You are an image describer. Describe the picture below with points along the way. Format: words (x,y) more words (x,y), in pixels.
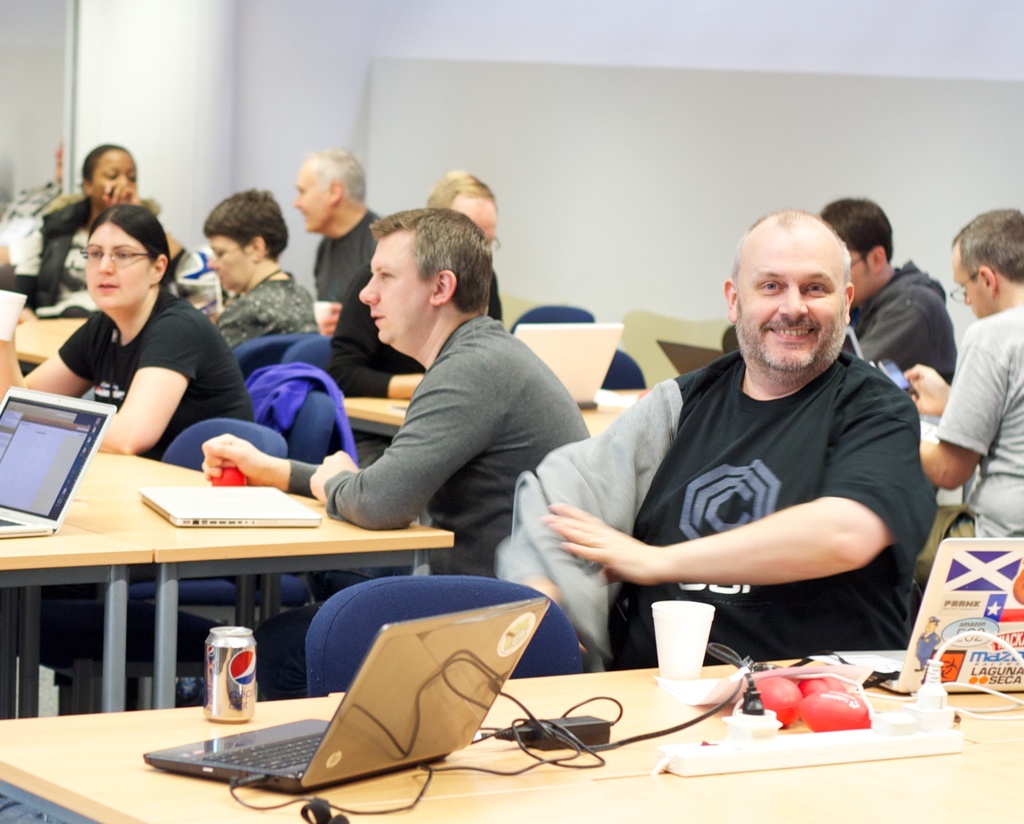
A group of people (507,404) are sitting on the chair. On the table (543,713) we can see laptop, cable (546,731), tin (213,681), glasses (669,654).
